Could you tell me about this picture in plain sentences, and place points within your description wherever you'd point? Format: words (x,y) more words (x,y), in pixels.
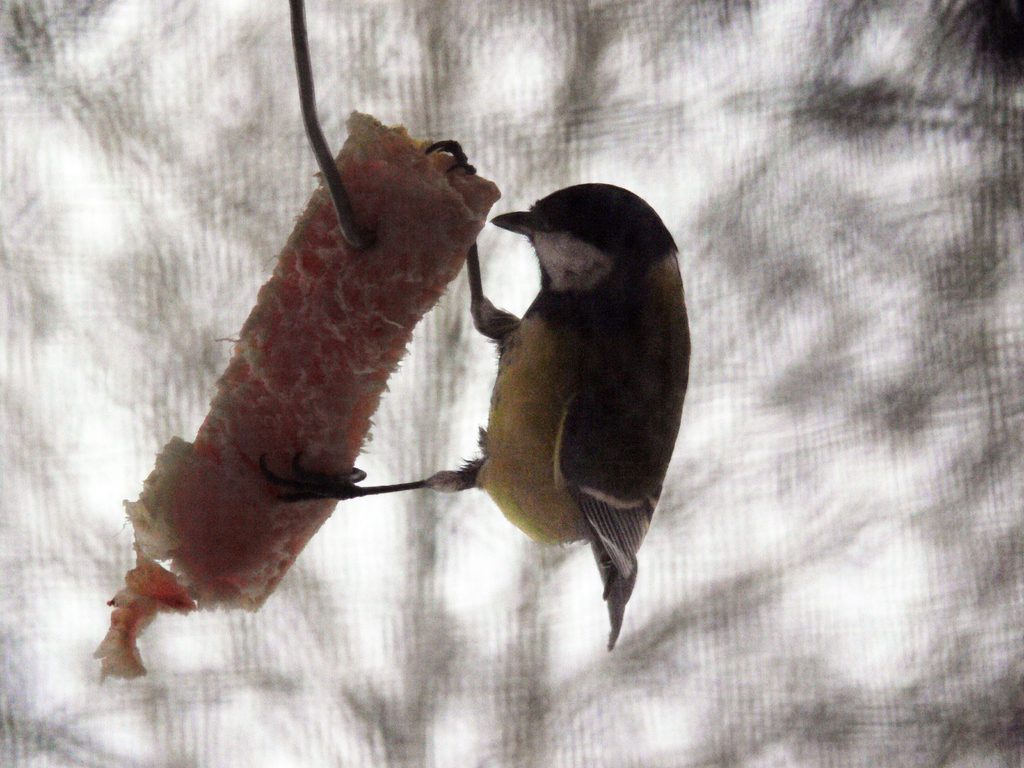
In this image I can see the bird (671,305) on the food (319,502) and the food (384,244) is attached to the iron object (306,104). Background (966,516) is in white and black color.
